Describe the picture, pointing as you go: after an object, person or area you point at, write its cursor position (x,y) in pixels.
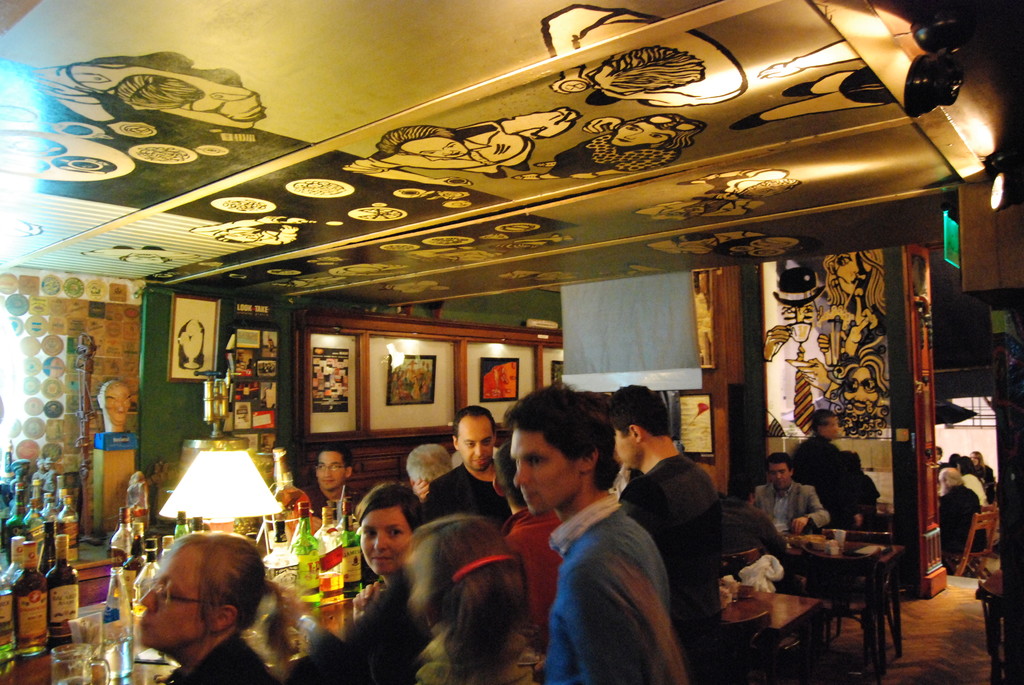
On the left side of the image (235,663) we can see a table (36,667) on which some bottles (71,614) are there and some persons (370,554) are sitting. In the middle of the image (620,408) we can see some persons (694,595) are standing. On the right side of the image (989,504) we can see some people (954,534) are sitting on the chairs (970,540).
